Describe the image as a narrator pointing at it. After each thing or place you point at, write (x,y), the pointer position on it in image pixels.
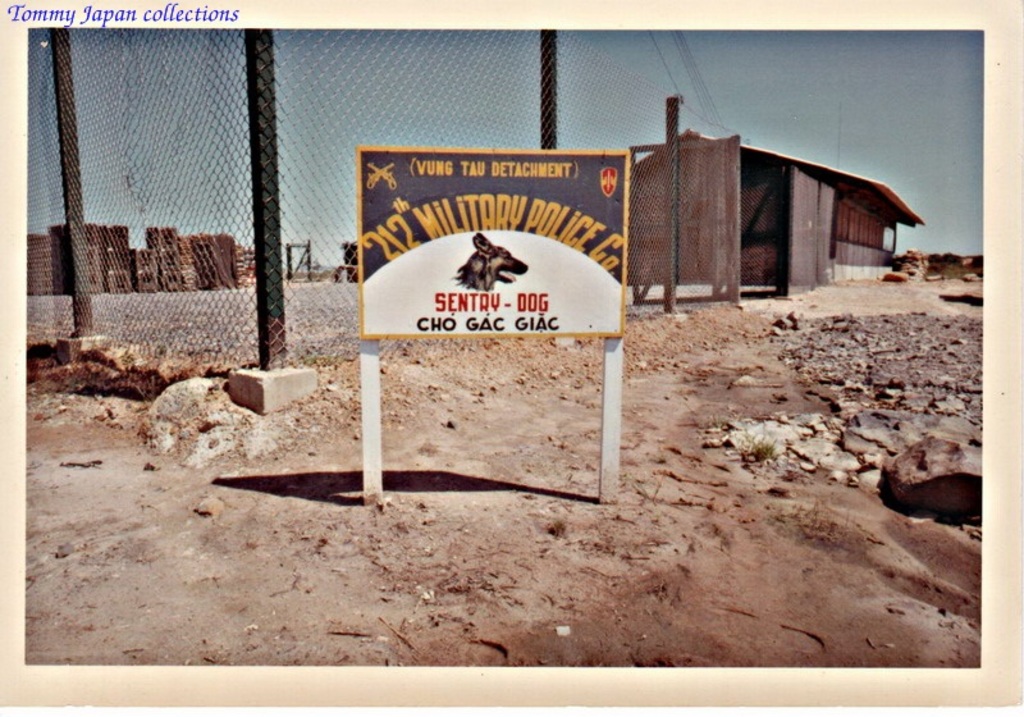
In this image I can see the board (444,252). In the background (264,212) I can see the railing (668,182) and to the side I can see the shed (758,211). I can also see the sky (618,59) in the back (628,50).
